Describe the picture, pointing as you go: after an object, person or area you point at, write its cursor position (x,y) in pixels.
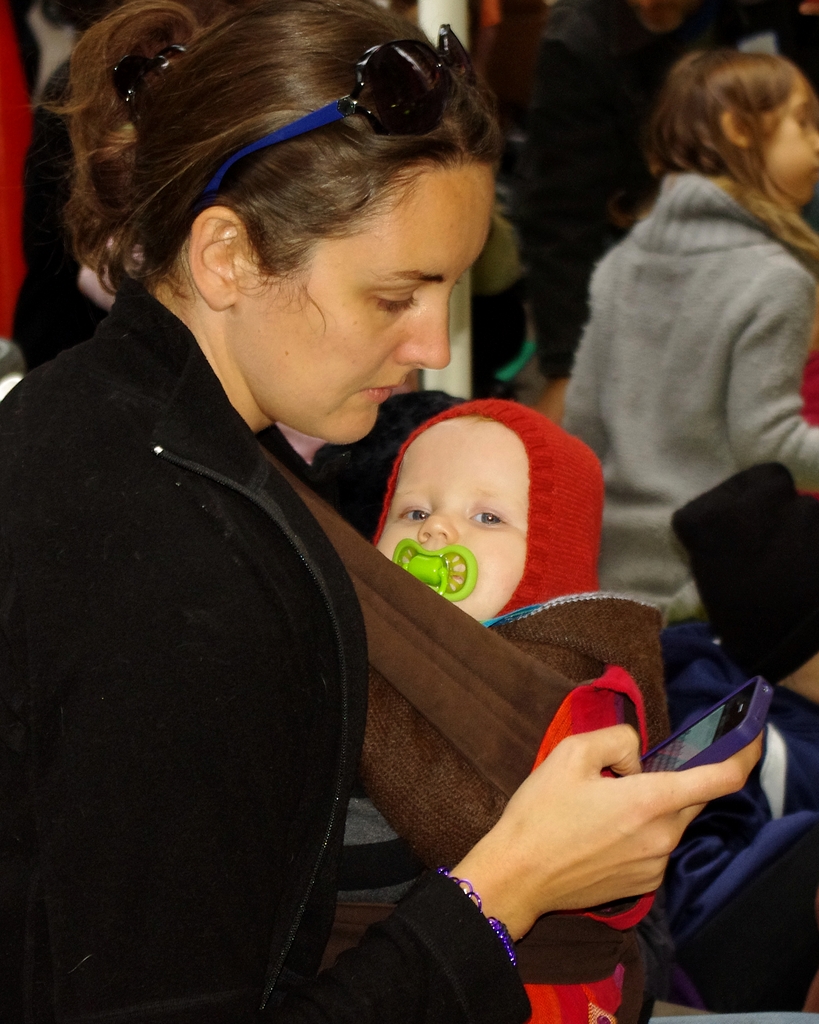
In this image I can see few people (296,597). In front (148,761) the person (177,770) is holding the baby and the mobile (759,714) and the person (149,608) is wearing black color jacket (140,688).
